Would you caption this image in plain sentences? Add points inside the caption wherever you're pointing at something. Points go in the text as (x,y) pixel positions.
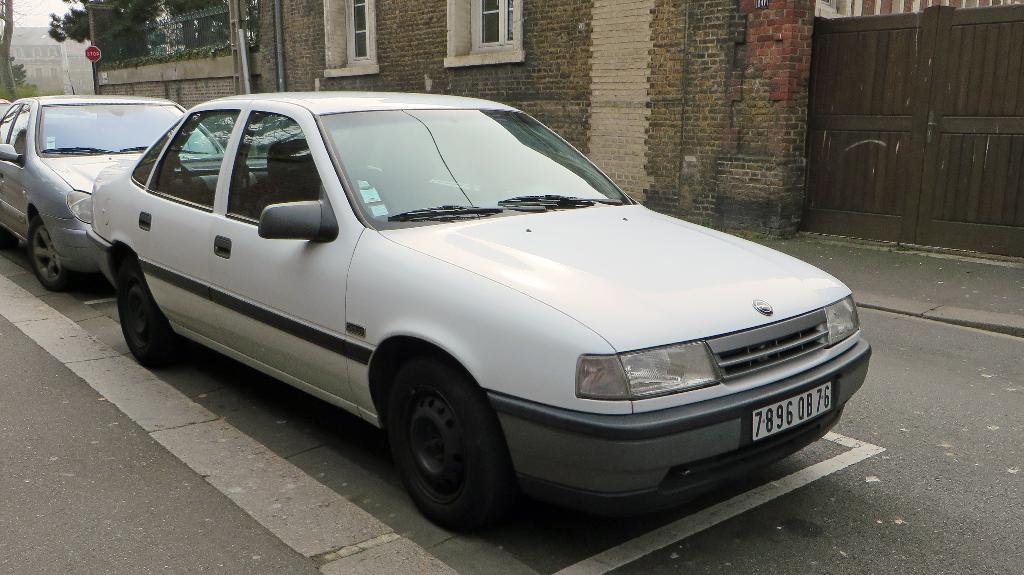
In this image in the center (438,232) there are cars (248,229) on the road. In the background (41,64) there are buildings (59,56), trees (122,25) and there is a board (92,50) with some text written on it
